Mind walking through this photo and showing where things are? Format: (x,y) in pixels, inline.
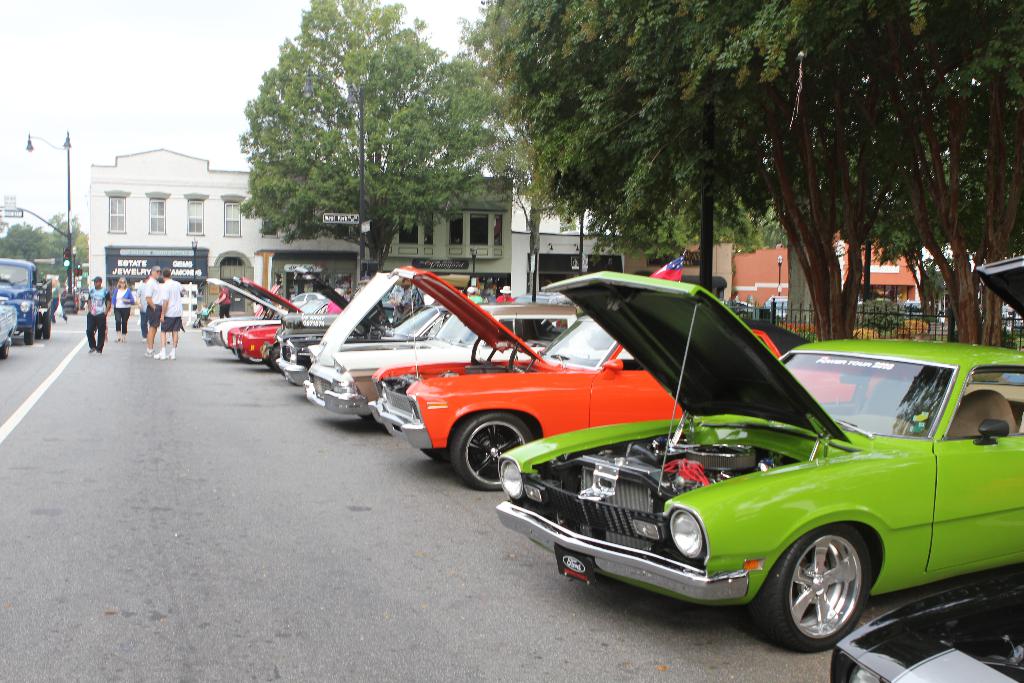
In this image we can see a few people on the road (126,362). And we can see the buildings (750,265). And we can see the vehicles (984,397). And we can see the lights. And we can see the metal fencing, flag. And we can see the trees (362,55) and the sky (241,72).
